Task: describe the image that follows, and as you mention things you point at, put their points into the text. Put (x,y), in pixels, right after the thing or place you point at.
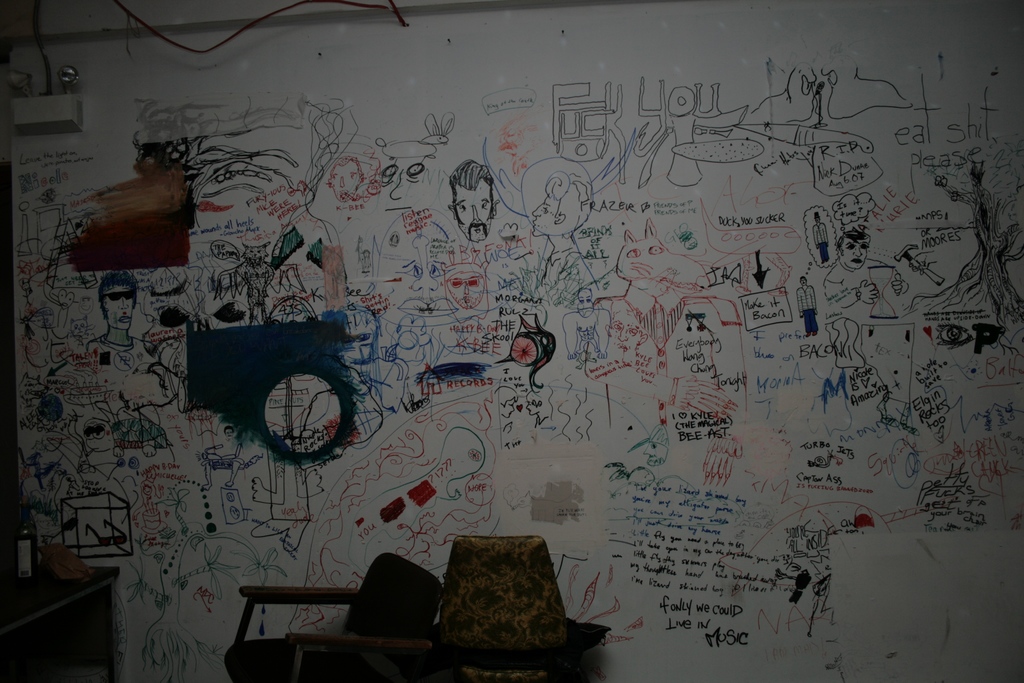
In this image I see a white board (850,206) on which there is something written and I see pictures (853,240) and I see few things (106,641) over here.
